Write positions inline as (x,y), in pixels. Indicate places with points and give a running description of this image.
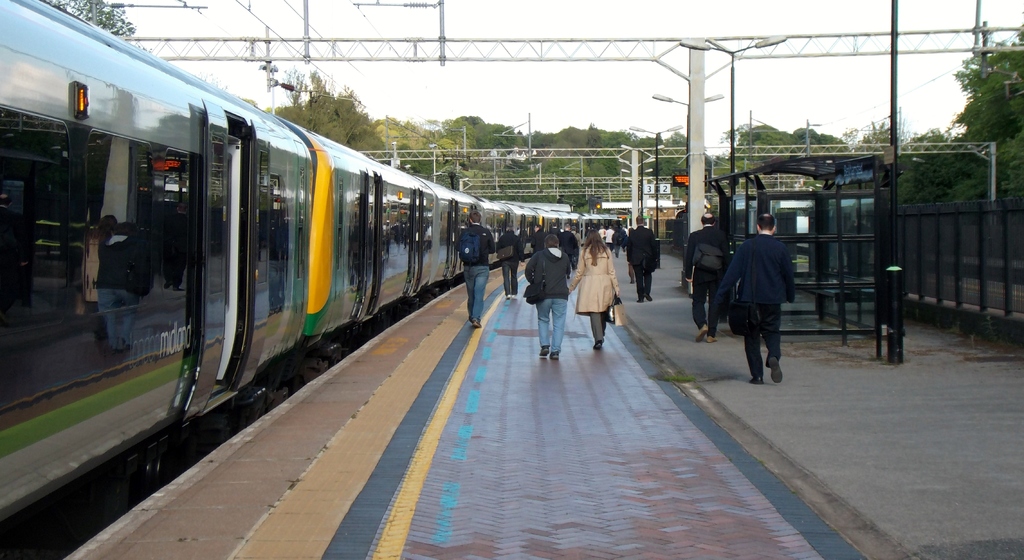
In this image there are a few people (479,268) walking on the platform (522,301), beside the platform (507,312), there is a train (400,228), above the train (461,221) there are electrical cables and metal rods (570,59), in the background of the image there are trees (618,139).
